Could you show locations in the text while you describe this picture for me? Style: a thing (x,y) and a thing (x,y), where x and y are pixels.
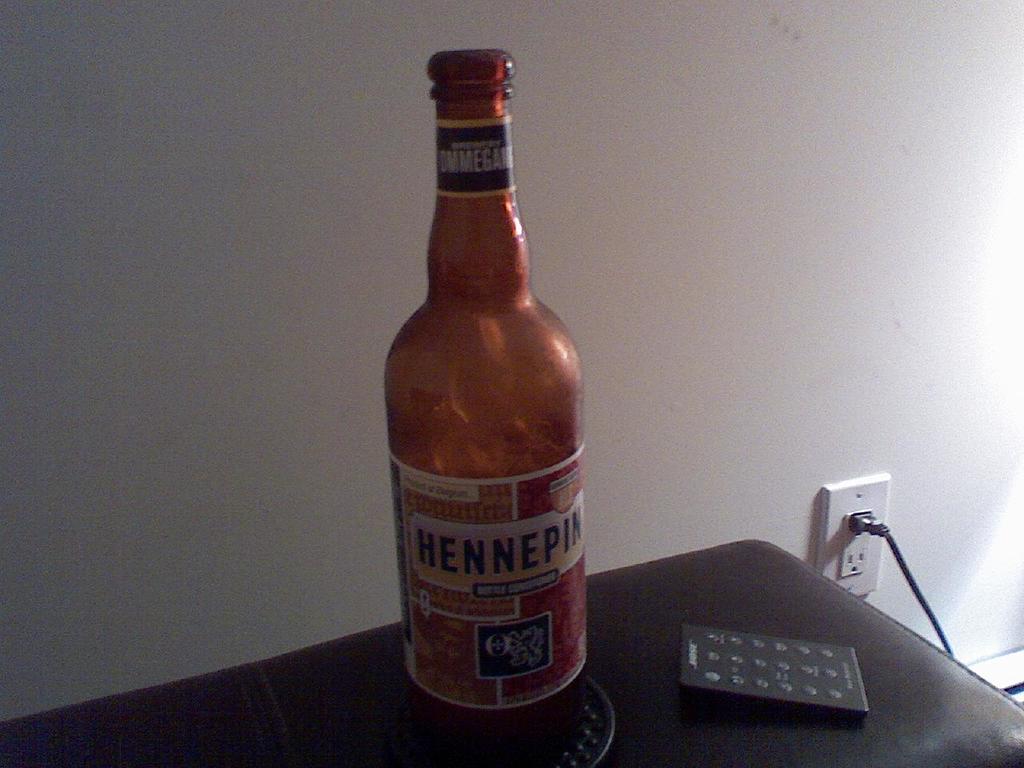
This picture shows a bottle (527,720) and a remote (733,689) on the table (740,545) and the table (775,586) is black in color and we see a wall (59,45).
